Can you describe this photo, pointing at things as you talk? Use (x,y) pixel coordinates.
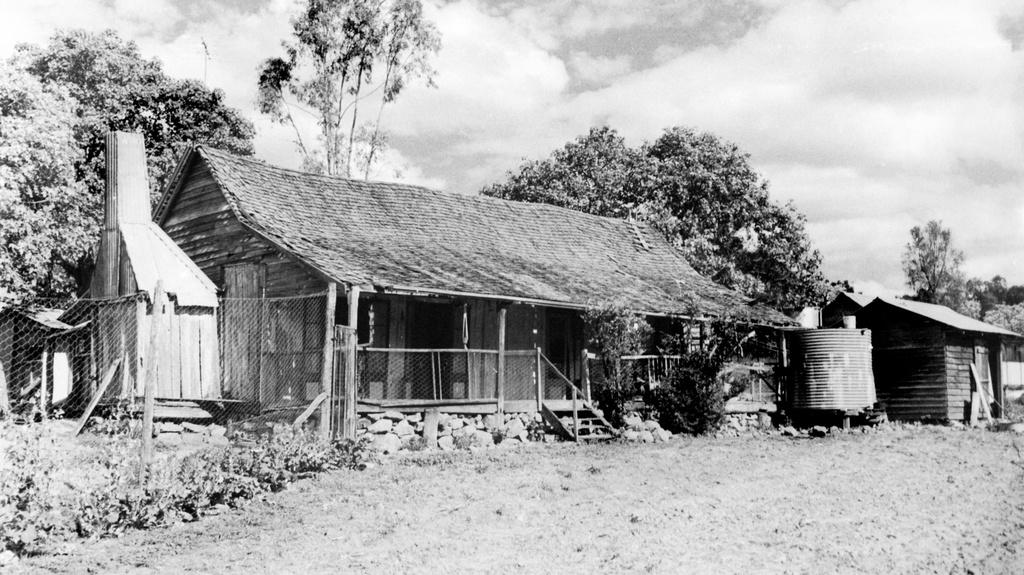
This is a black and white picture and in the foreground of this image (342,376), there are huts (959,320), tank (865,362), trees (709,243), stones (789,424), plants (227,449), fencing (105,334), sky (595,48) and the cloud (557,29).
